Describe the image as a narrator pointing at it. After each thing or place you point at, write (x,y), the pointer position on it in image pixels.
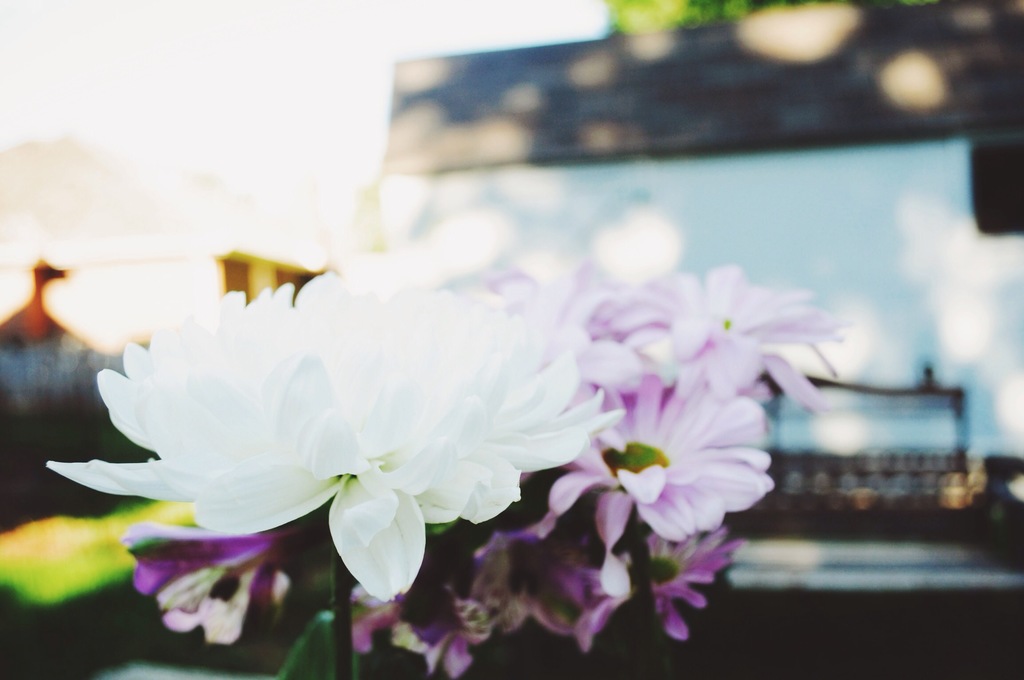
In the picture I can see flowers (498,438), a building (530,194) and some other objects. The background of the image (599,168) is blurred.
